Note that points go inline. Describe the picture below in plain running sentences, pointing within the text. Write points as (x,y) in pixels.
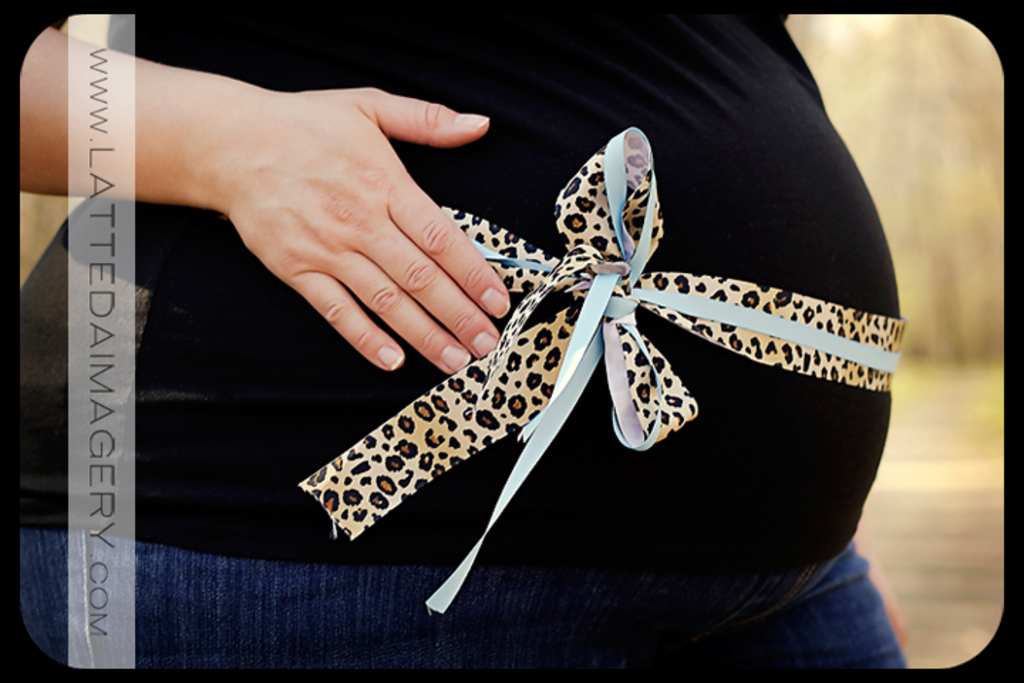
In this image I can see the person (412,367) is wearing black and blue color dress (253,655). I can see the ribbon (838,337) is tied to the stomach (732,366).
